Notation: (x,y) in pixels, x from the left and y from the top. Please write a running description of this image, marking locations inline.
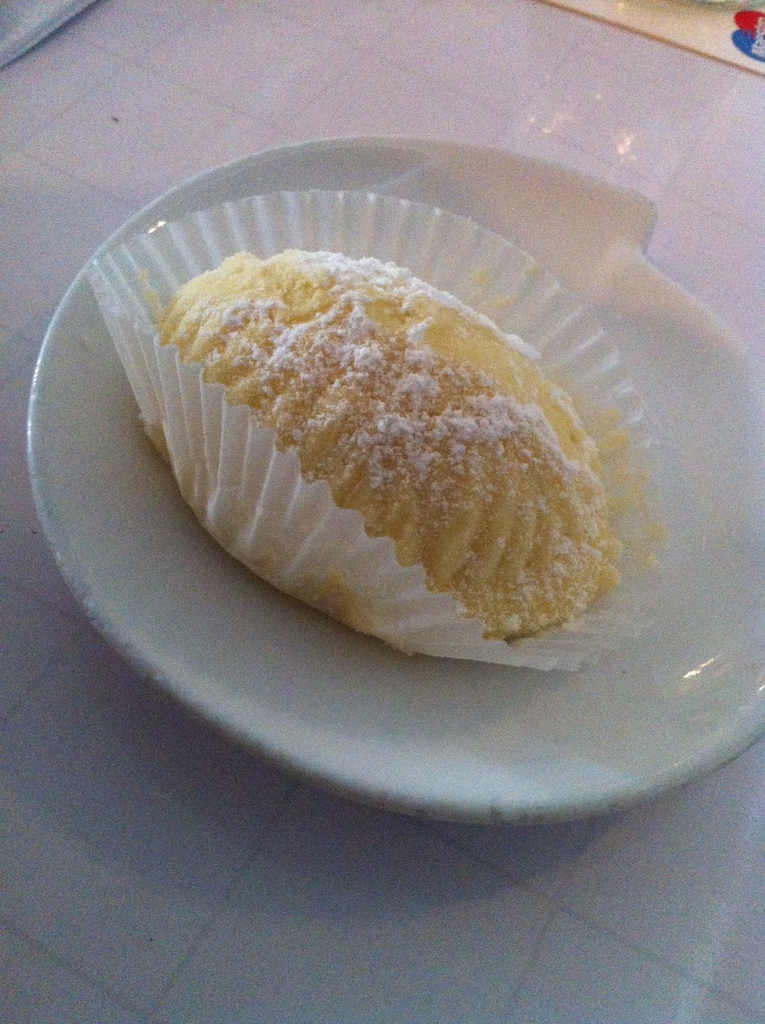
In this image we can see some food (439,588) in a plate (391,673) which is placed on the table (441,877).
